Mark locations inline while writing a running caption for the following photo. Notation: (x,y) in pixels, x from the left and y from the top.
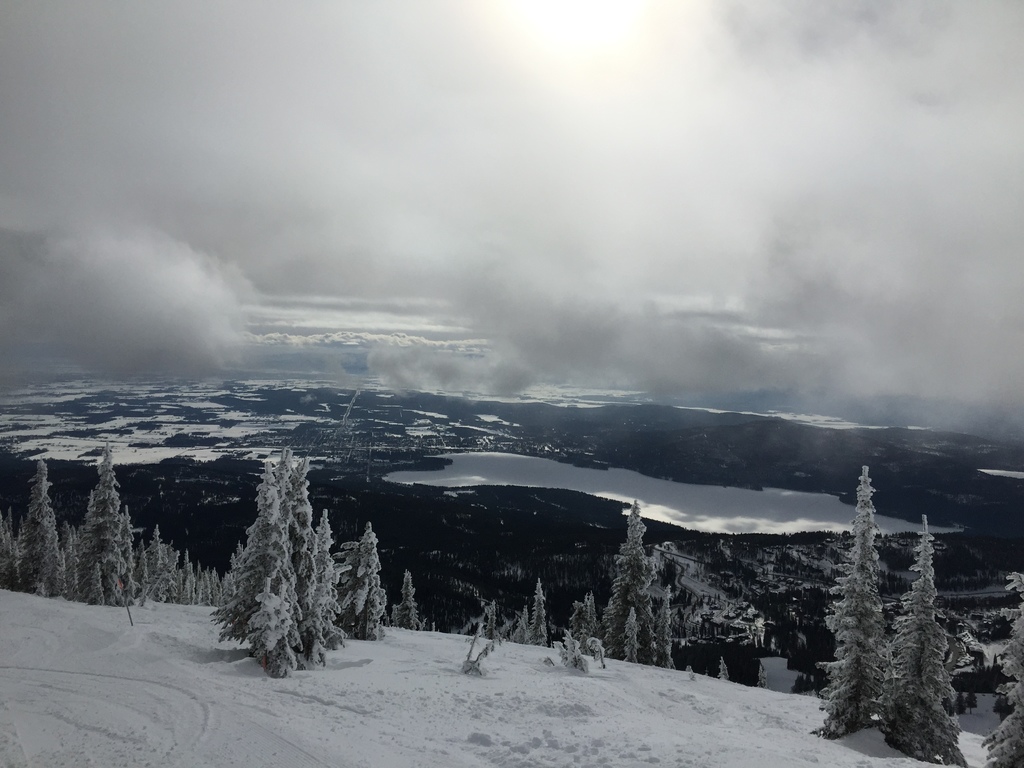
In this picture I can see there is a mountain (311,706) and it is covered with snow (72,674) and there are trees (259,577) and there is a lake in the backdrop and there are trees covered with snow (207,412) and the sky (438,196) is cloudy and sunny.
